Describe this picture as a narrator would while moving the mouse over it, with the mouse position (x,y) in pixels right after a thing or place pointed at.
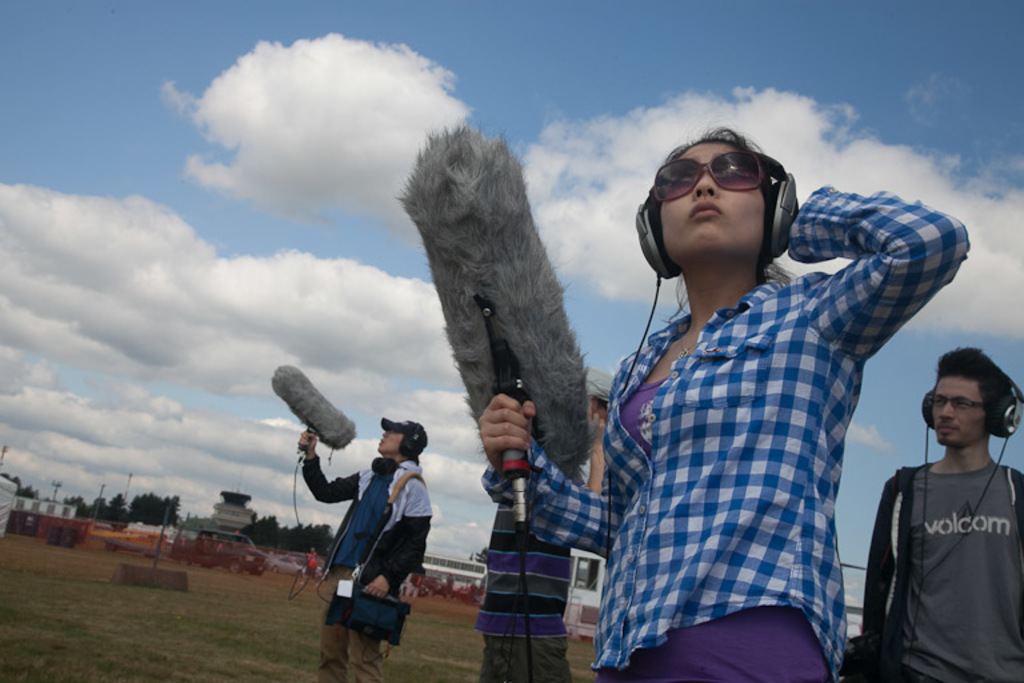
In this picture we can see persons (913,614), vehicles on the ground (471,643) and in the background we can see trees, sky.
